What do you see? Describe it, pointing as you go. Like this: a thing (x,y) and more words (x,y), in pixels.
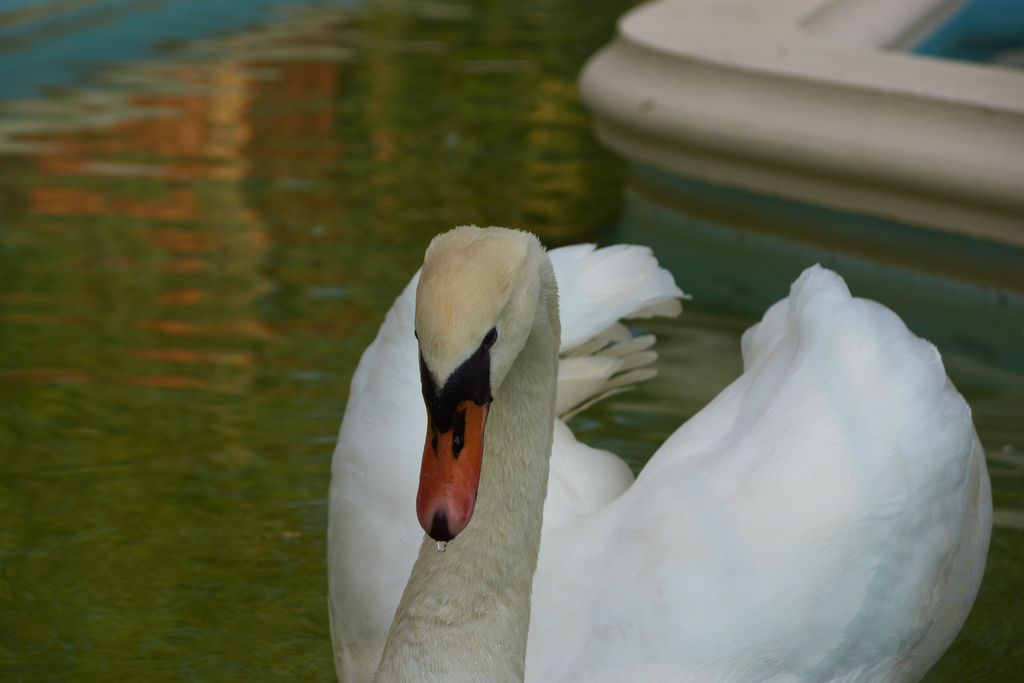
In this picture we can see a swan (684,624) in the front (527,566), at the bottom (293,470) there is water (177,343).
